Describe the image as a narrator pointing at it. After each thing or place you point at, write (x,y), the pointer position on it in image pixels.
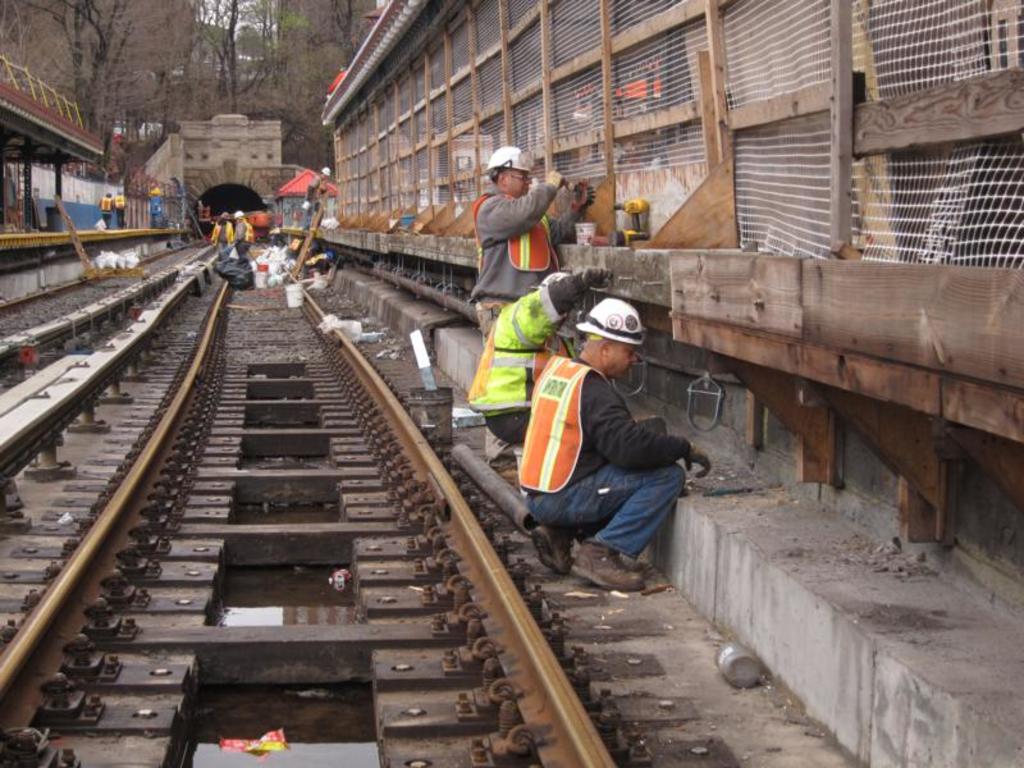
In this picture there are three men (561,312) were working near to the railway track (385,440). In the background (241,246) we can see another persons (243,219) were standing near to the covers (281,251) and buckets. At the top (217,80) we can see many trees (185,50) and a bridge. On the left (131,204) we can see two persons (102,205) were walking on the platform (50,233), behind them we can see fencing (90,198) and shed (49,154).
